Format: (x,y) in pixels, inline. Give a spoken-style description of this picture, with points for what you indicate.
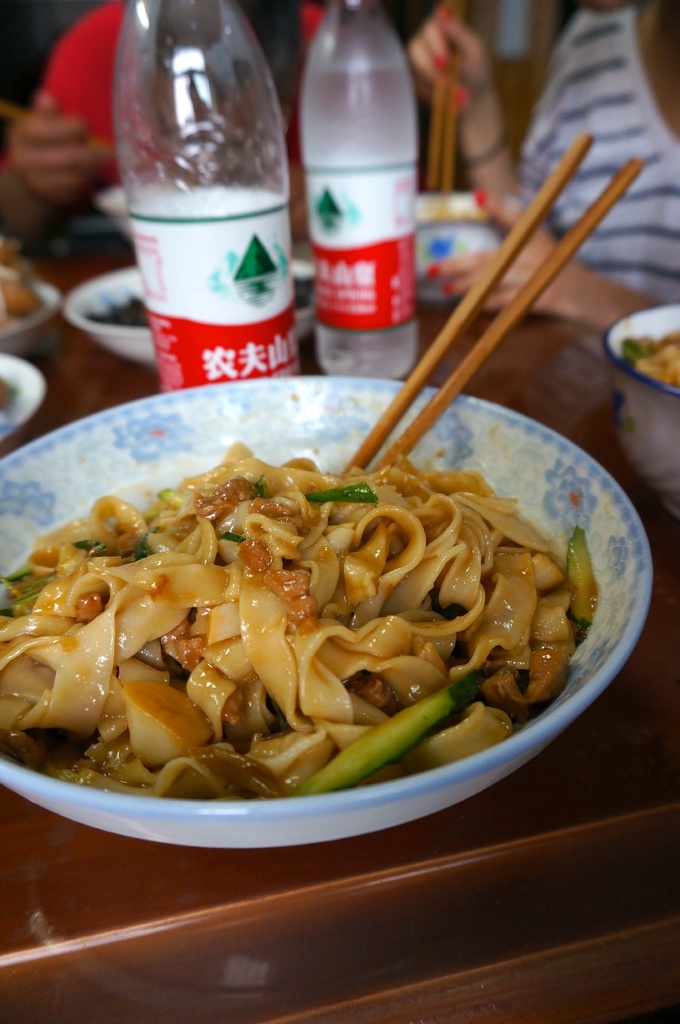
In this image there is bowl (421,407) of noodles (259,591) with chopsticks (431,399) on the table (576,767). On the table (552,376) there are two bottles (263,260) and some bowls (135,282) and two persons (56,121) are sitting beside it.
